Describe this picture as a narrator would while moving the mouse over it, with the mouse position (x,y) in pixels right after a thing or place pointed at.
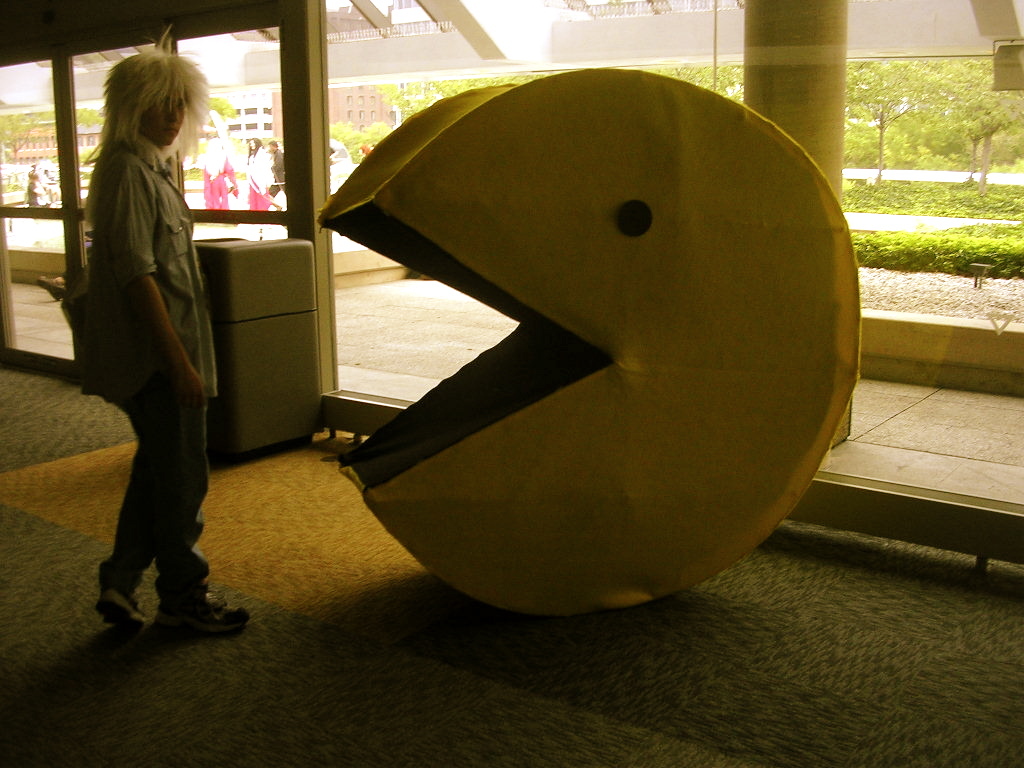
In this image I can see the person (129,193) with the dress (158,464). In-front of the person (114,380) I can see some object (479,386). In the background (215,202) I can see few more people (262,193), many trees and the buildings (239,102).
